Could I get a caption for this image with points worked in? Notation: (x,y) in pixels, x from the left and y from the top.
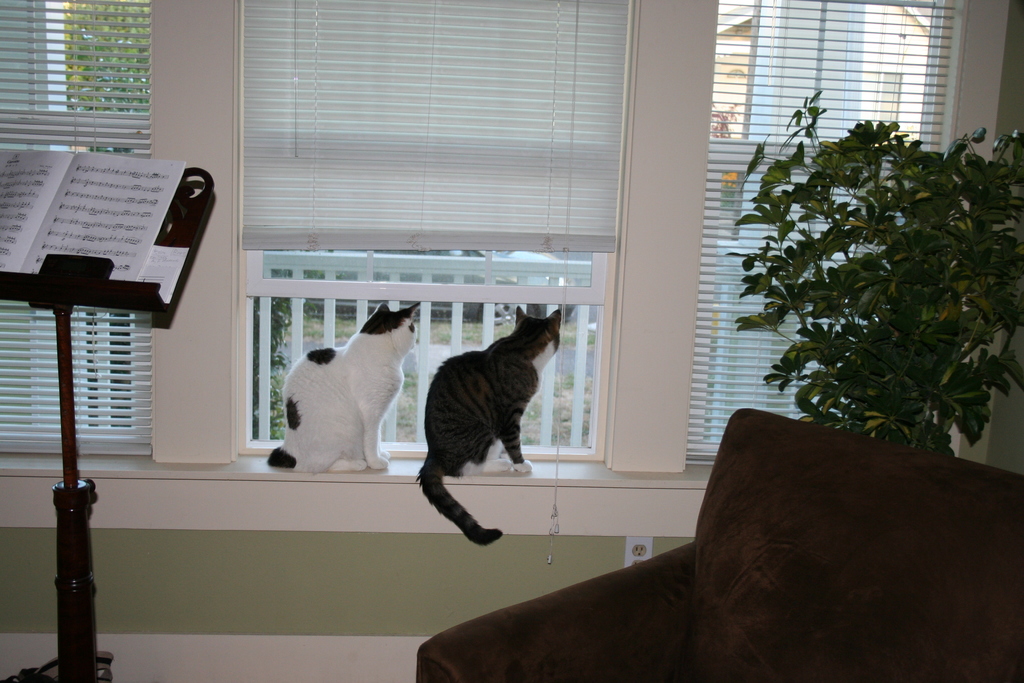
In this image, we can see two cats (381,435) sitting, at the right side (774,443) there is a green color plant (871,410) and there is a sofa (821,530), we can see some windows (61,74).
